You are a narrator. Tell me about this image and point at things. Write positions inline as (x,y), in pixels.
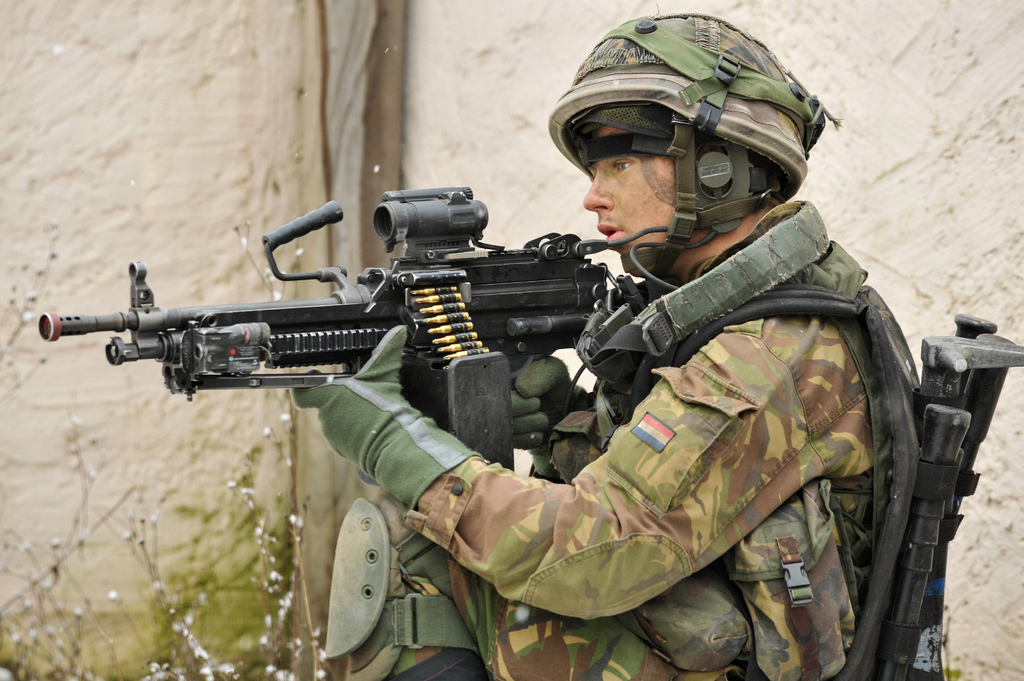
In this image we can see a man (618,527) is kneeling and holding a gun (355,290) in the hands (522,405), he is wearing the uniform (569,412), there are plants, at the back (217,280) there is a wall (279,190).
